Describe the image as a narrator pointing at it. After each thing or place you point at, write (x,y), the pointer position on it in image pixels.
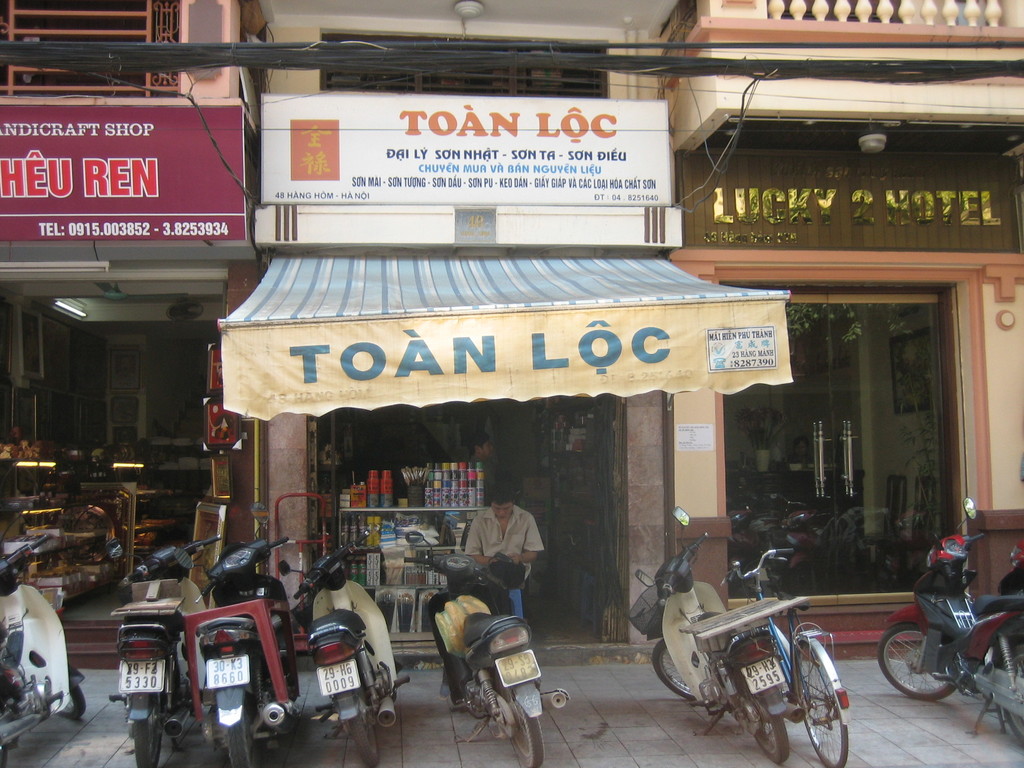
This picture shows a building (996,281) and we see few stores (803,422) and we see motorcycles (762,702) and a bicycle (830,715) parked and a man (510,513) seated and we see another man (485,445) standing in the store (544,470).
